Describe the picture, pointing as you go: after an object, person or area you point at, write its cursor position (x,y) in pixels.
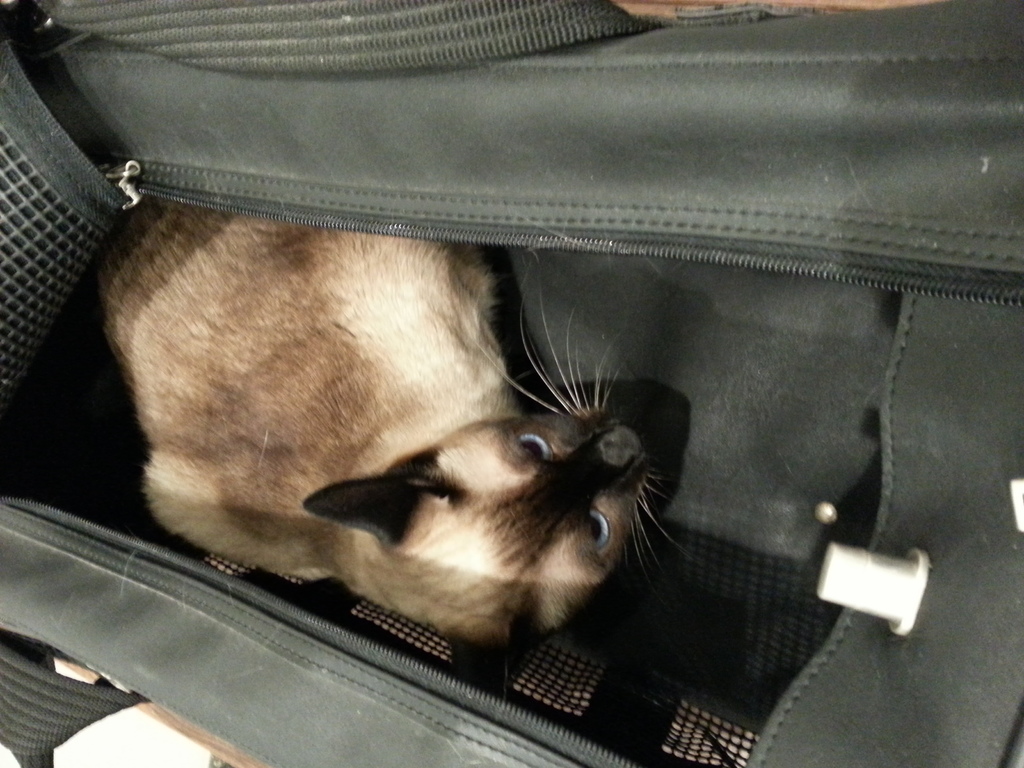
This image consists of a bag (858,434). It is in black color. There is a cat (432,419) sitting in that bag (39,308).
